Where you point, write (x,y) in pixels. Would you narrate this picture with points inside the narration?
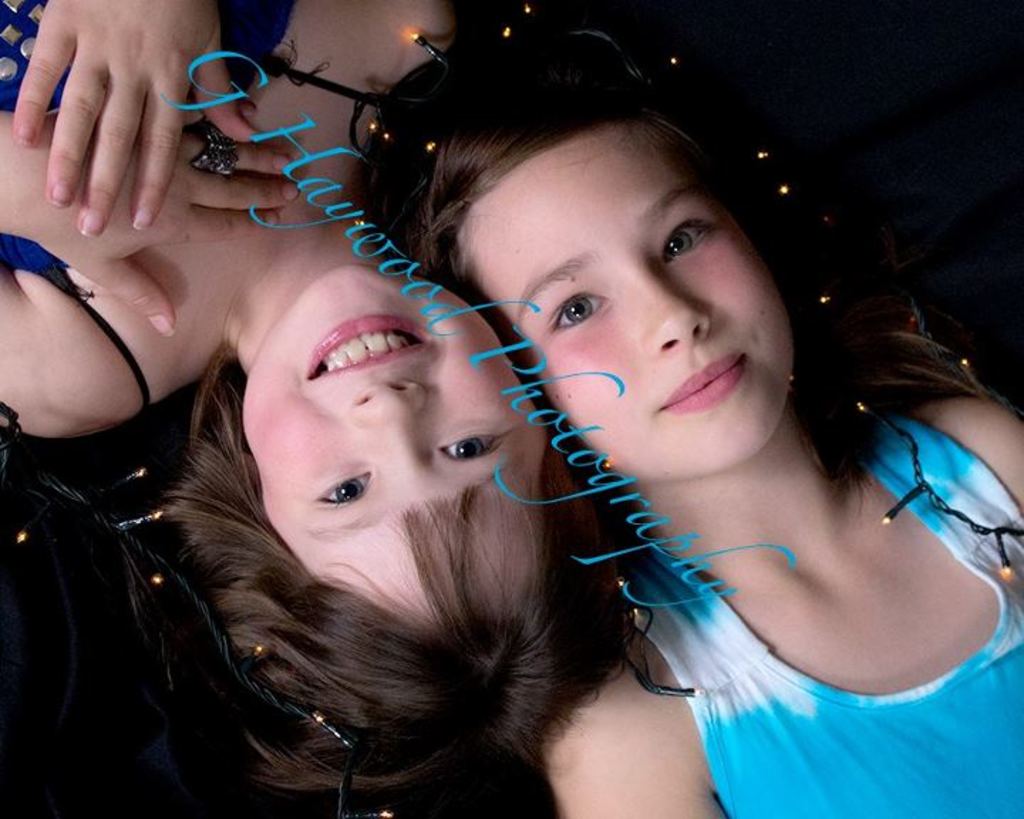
In this picture there are two girls (583,612) lying on the bed (510,807) and smiling. This picture is an edited picture. In the middle of the image (652,540) there is a text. There are lights (318,713) on the bed (71,477).
